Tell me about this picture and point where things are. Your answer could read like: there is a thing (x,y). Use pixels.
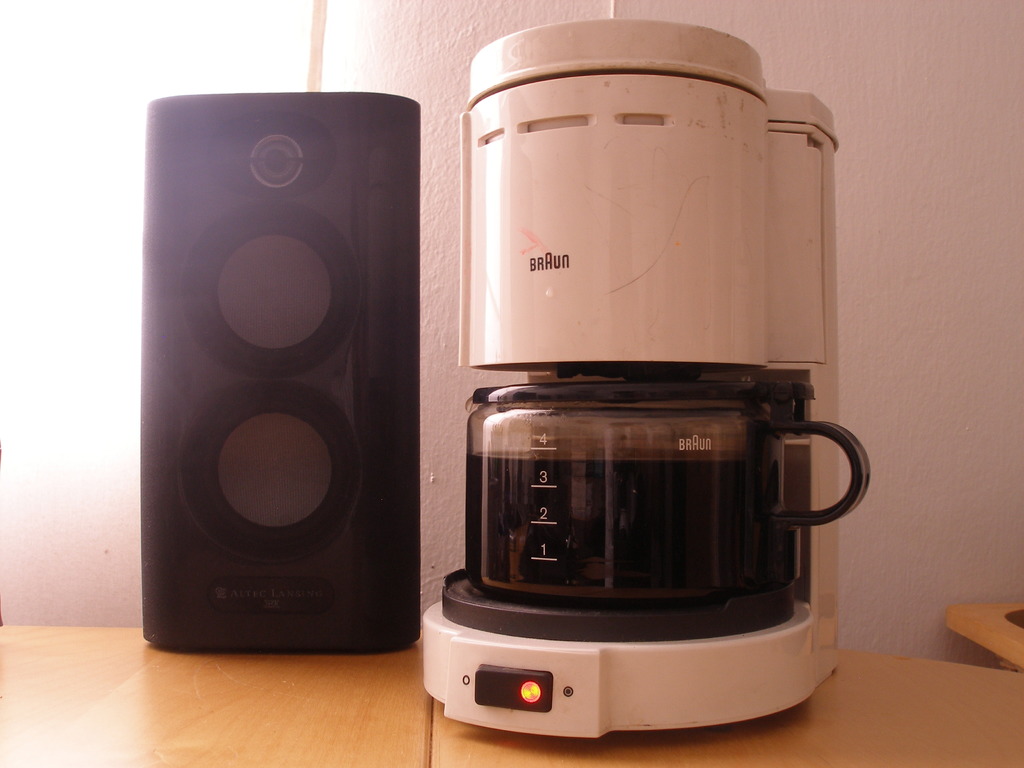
This picture is clicked inside. On the left (304,355) we can see a black color speaker (262,278) is placed on the top of the wooden table (290,691). On the right (759,176) there is a white color electronic device (729,415) which is placed on the top of the wooden table (942,704) and we can see the text (537,258) and numbers (551,471) on the device (698,196). In the background (887,73) we can see the wall (889,466).
